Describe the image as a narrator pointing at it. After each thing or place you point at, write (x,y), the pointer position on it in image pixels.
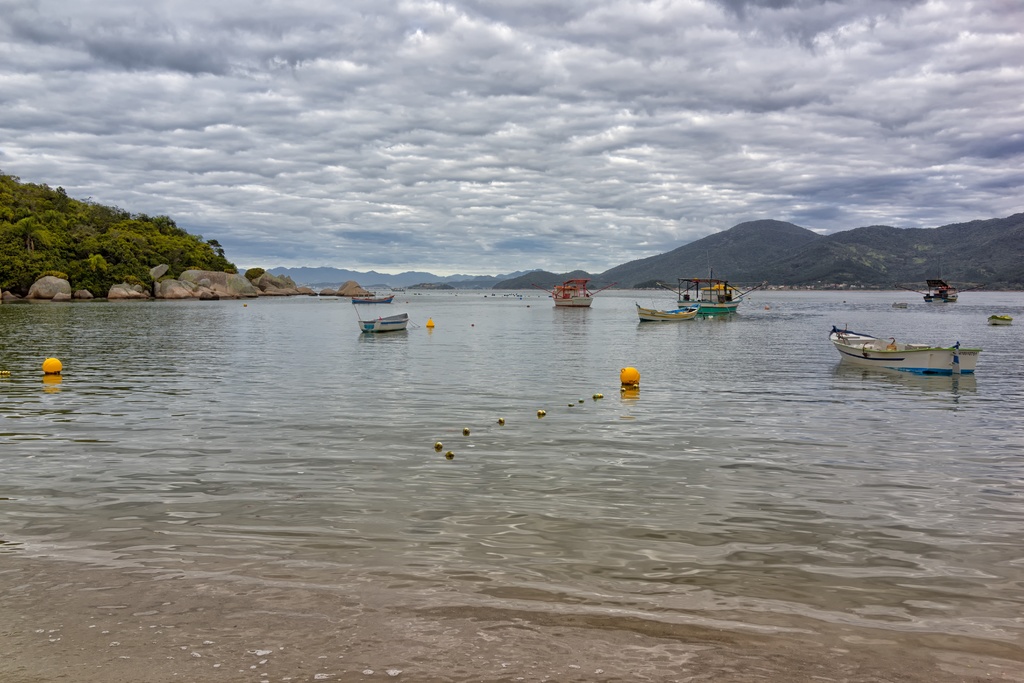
In the picture I can see few boats (695,302) on the water (744,308) and there are few rocks (167,265) and trees (167,241) in the left corner (167,241) and there are mountains (858,250) in the right corner (887,254) and the sky (547,120) is cloudy.
